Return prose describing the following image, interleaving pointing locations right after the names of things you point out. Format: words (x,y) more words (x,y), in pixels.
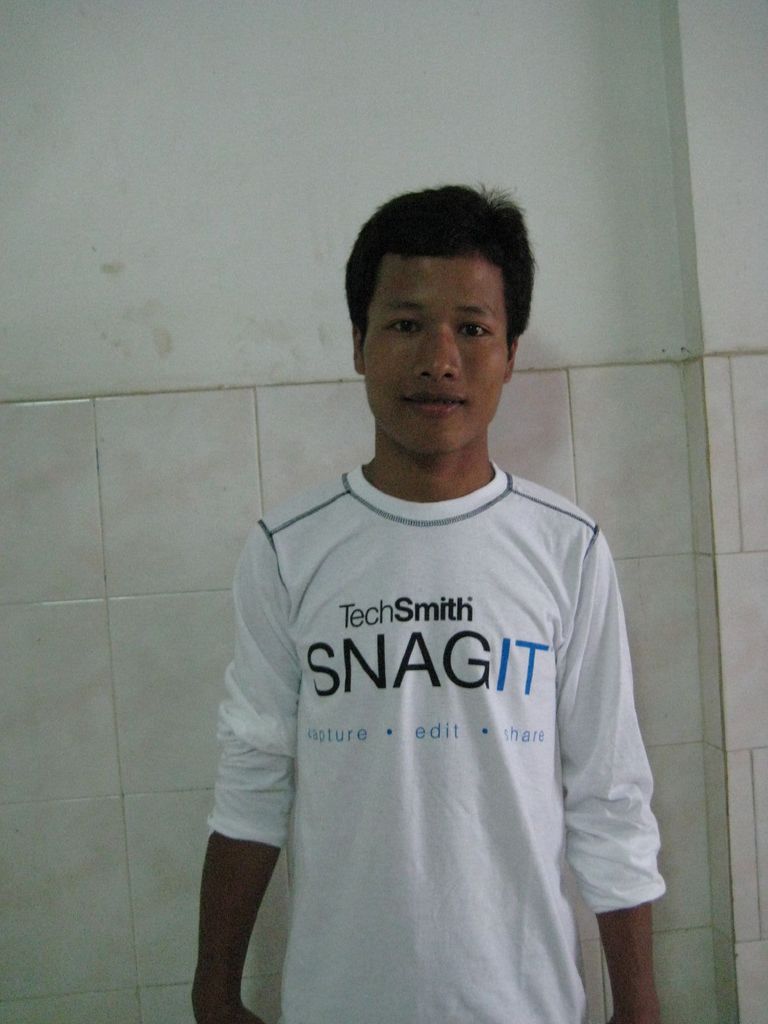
In this image, I see a man (454,206) who is wearing a t-shirt (362,507) and smiling. In the background (561,6) I see the wall (2,35).
